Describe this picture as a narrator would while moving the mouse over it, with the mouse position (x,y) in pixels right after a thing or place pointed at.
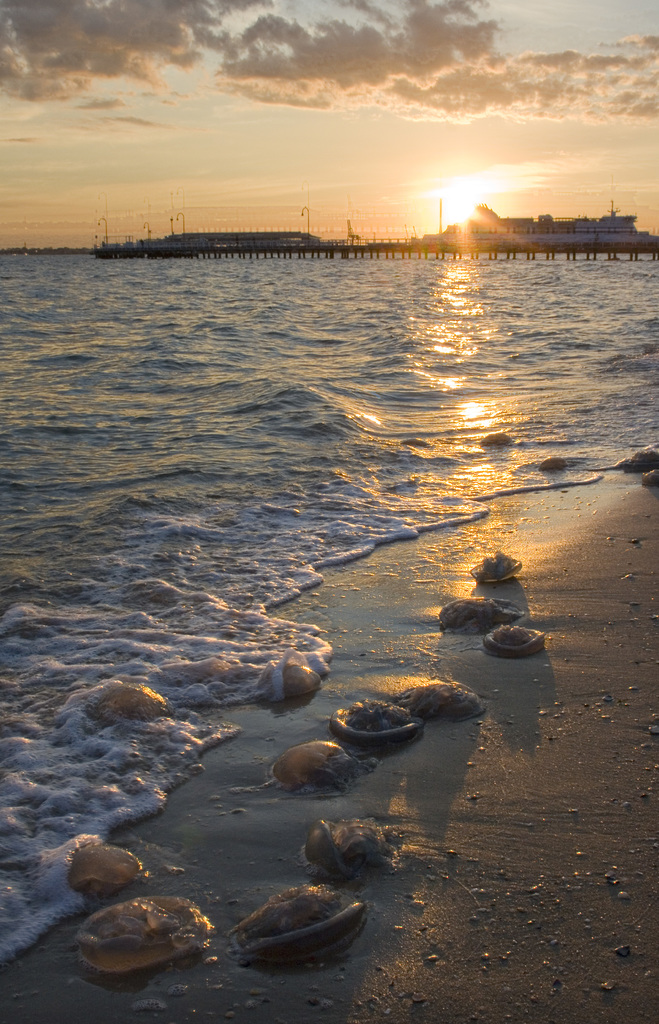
Here we can see jellyfish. There is a ship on the water (217,392). In the background (240,198) there is sky (426,171) with clouds (418,21).
